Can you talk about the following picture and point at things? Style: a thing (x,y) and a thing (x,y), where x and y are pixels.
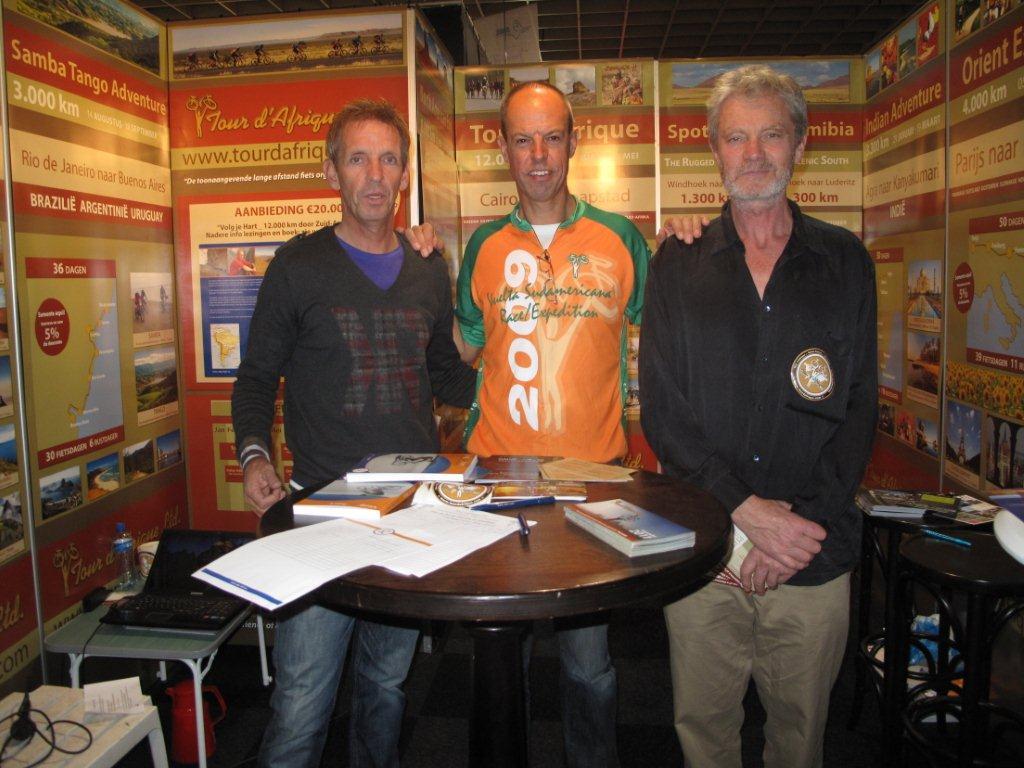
In the image we can see there are three men (669,338) who are standing and in front of them there is a table (400,581) on which there are books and beside them there is a table (180,643) on which there is a laptop (169,588) and water bottle (129,568) and at the back (128,223) there are banners (961,90).
